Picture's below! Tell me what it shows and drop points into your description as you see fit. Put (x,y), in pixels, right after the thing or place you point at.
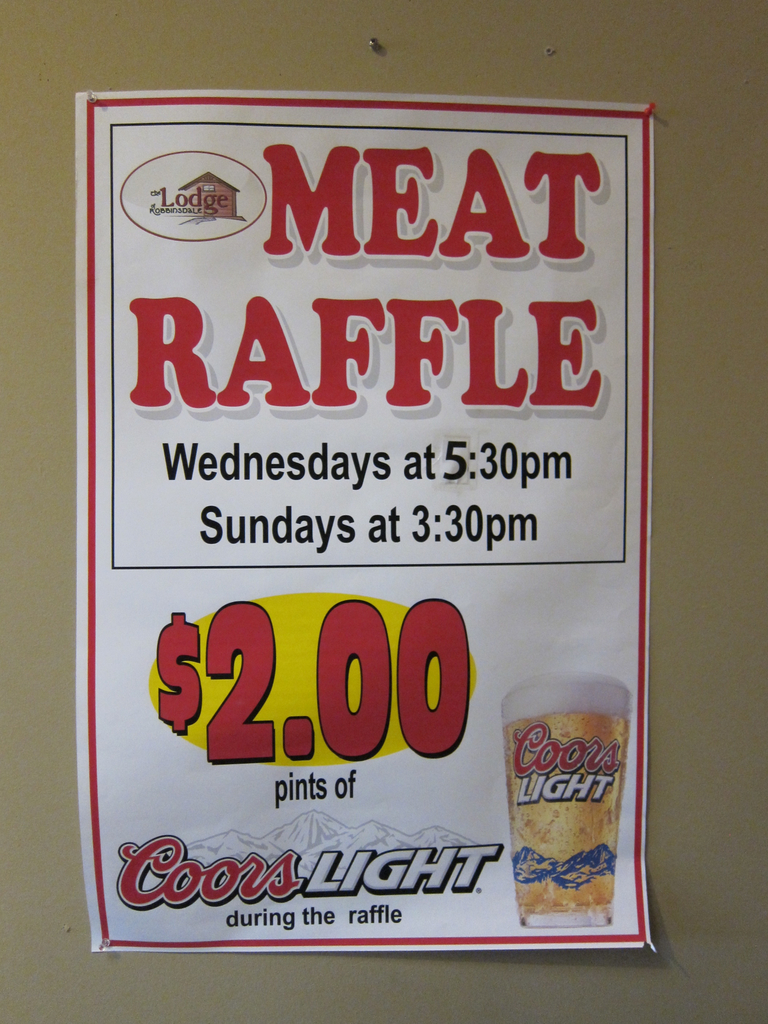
In this image, we can see a poster (356,251) with some text (423,614), a logo (563,766) and a glass (565,789) with drink (558,835) is placed on the wall (153,967).
